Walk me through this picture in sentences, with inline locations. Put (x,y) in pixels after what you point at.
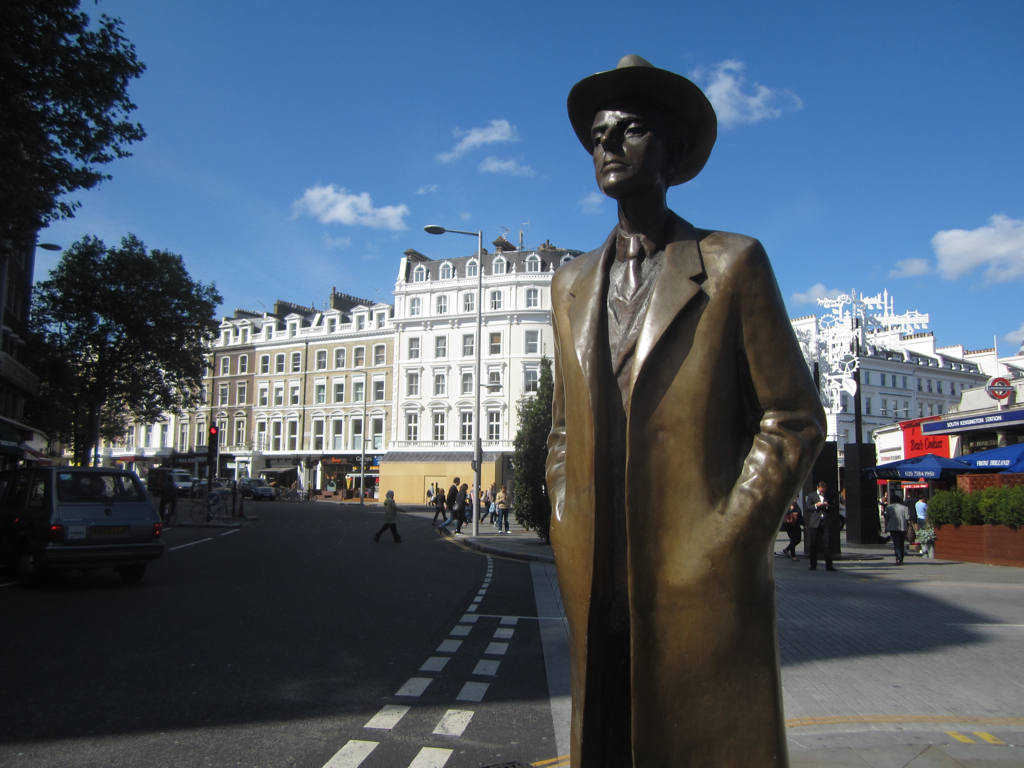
In this picture we can observe a statue of a person (631,371) which is in the middle of the road (470,662). There are some trees (88,314) and a building (433,391) which is in white color. We can observe a street light pole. There are some people (438,493) walking on the road (363,513) and footpath (504,537). In the background (363,137) there is a sky (371,151) with some clouds (760,101).
